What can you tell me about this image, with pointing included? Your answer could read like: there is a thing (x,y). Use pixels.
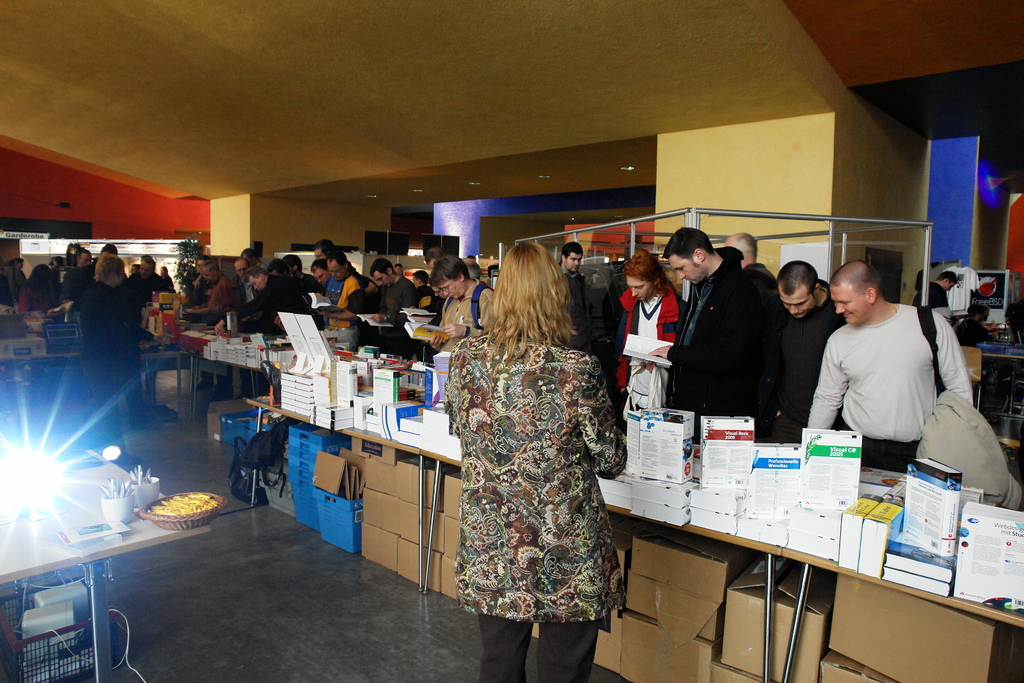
In the center of the image (408,415) there are tables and we can see books (840,504) placed on the tables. At the bottom (451,496) there are boxes (921,647) and there are people (375,291) standing. On the left (142,530) there is a stand (15,576) and we can see things (155,524) placed on the stand (69,567). In the background (225,226) there is a wall (642,230).
